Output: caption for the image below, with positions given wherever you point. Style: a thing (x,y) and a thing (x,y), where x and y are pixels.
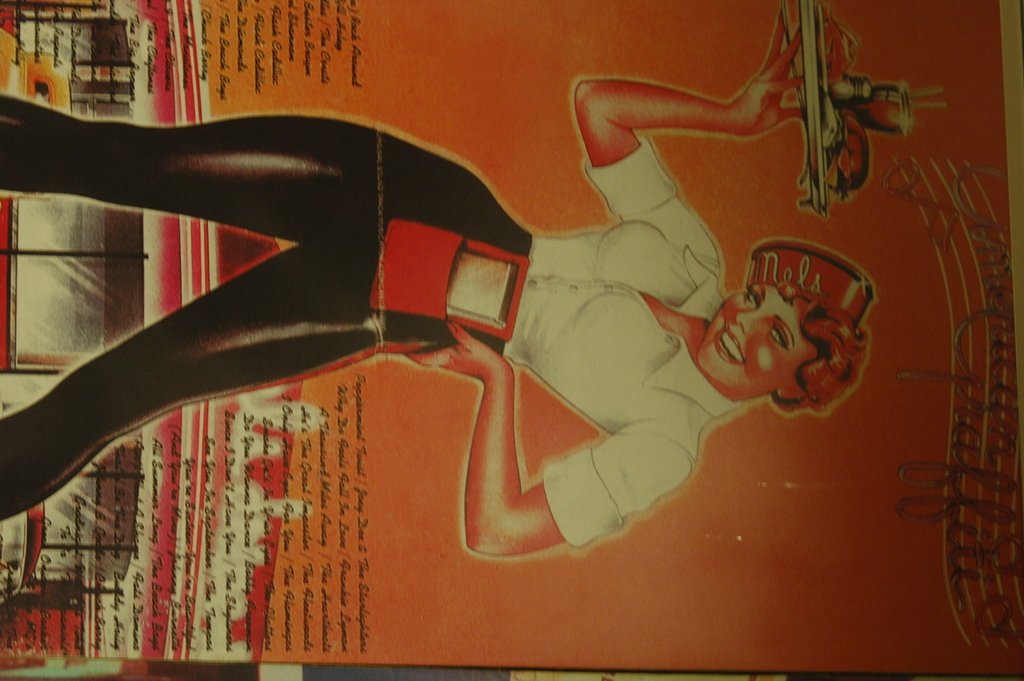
In this image we can see a poster (438,295) in which we can see a person (622,261) holding an object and we can also see some text (210,476) written on it.
